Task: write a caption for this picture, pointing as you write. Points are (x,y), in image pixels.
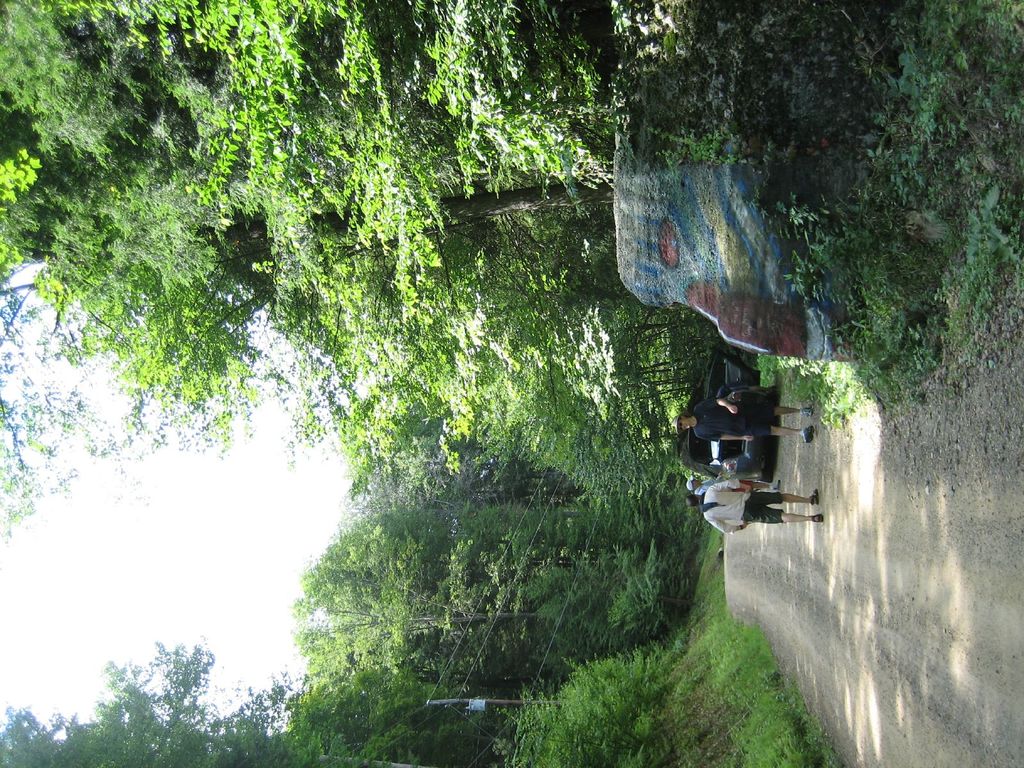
In this picture we can see a vehicle (761,450) and three people (751,423) on the road (803,555), rock (680,211), plants (739,629), trees (415,160), pole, wires (460,691) and in the background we can see the sky (239,473).
